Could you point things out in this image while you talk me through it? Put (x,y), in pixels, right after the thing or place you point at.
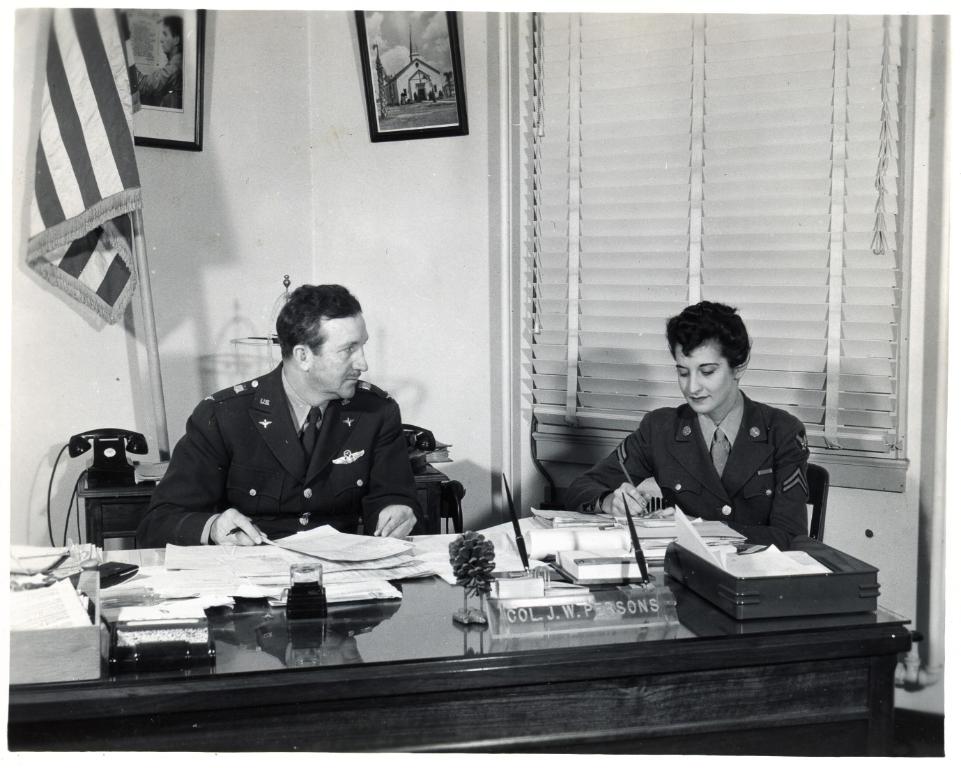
It is a black and white image, there is a table (409,686) in the foreground (393,677) and on the table (305,654) there are papers (343,569) and other objects (47,645), behind the table (395,678) there are two people (701,460) sitting on the chair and behind the man (215,431) there is a telephone (108,451), a flag (111,315) and a wall (174,285) and there are two frames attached to the wall (253,103) and on the right side (666,452) there is a woman (686,350), behind her there is a blind (601,364).
